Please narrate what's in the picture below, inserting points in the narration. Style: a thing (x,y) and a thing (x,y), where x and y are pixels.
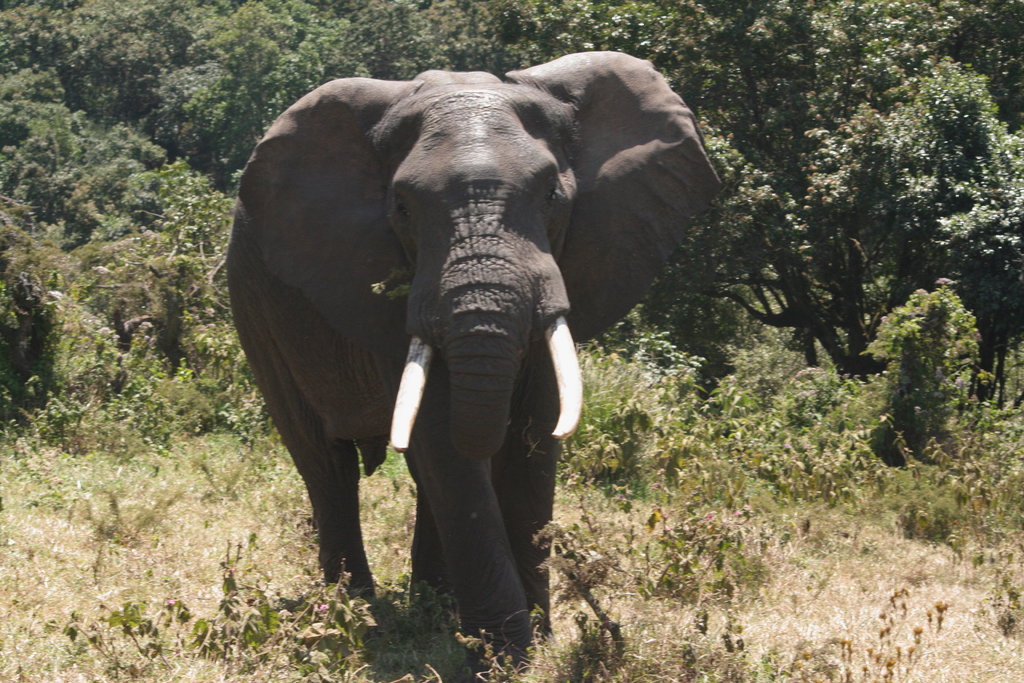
This is an elephant (424,262), these are trees (804,97).
